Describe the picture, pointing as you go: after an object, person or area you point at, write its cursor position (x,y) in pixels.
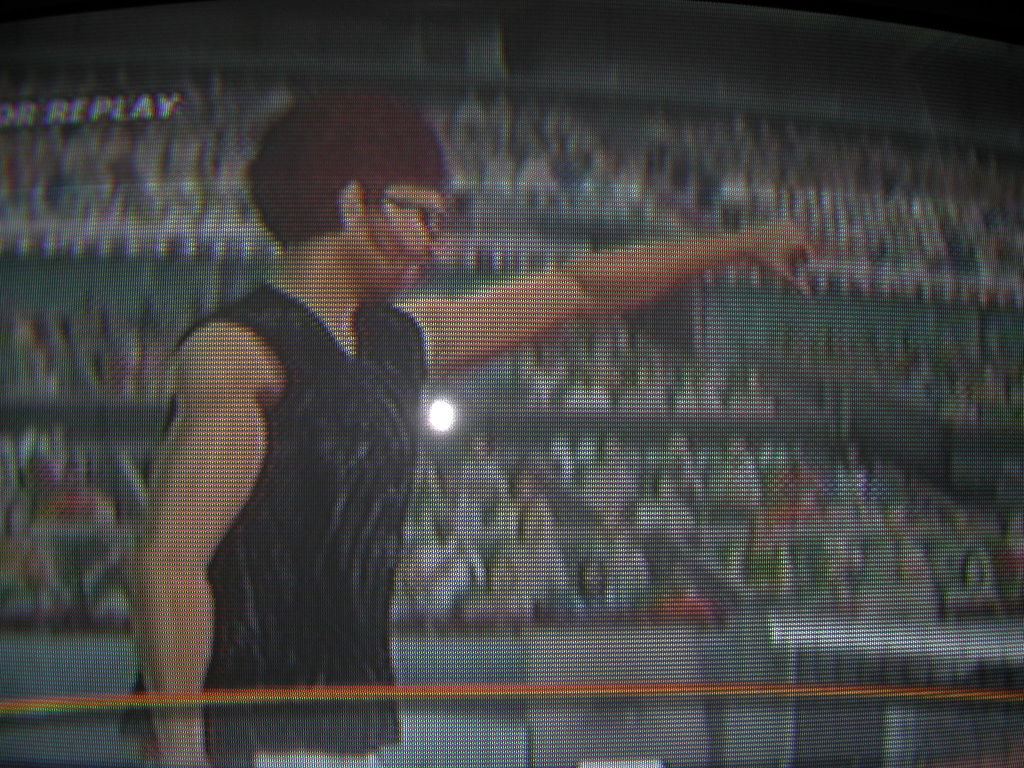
In the foreground of this screen, there is a man (364,339) standing and stretching his hand (735,246). In the background (198,176), there are audience (10,497) sitting.
